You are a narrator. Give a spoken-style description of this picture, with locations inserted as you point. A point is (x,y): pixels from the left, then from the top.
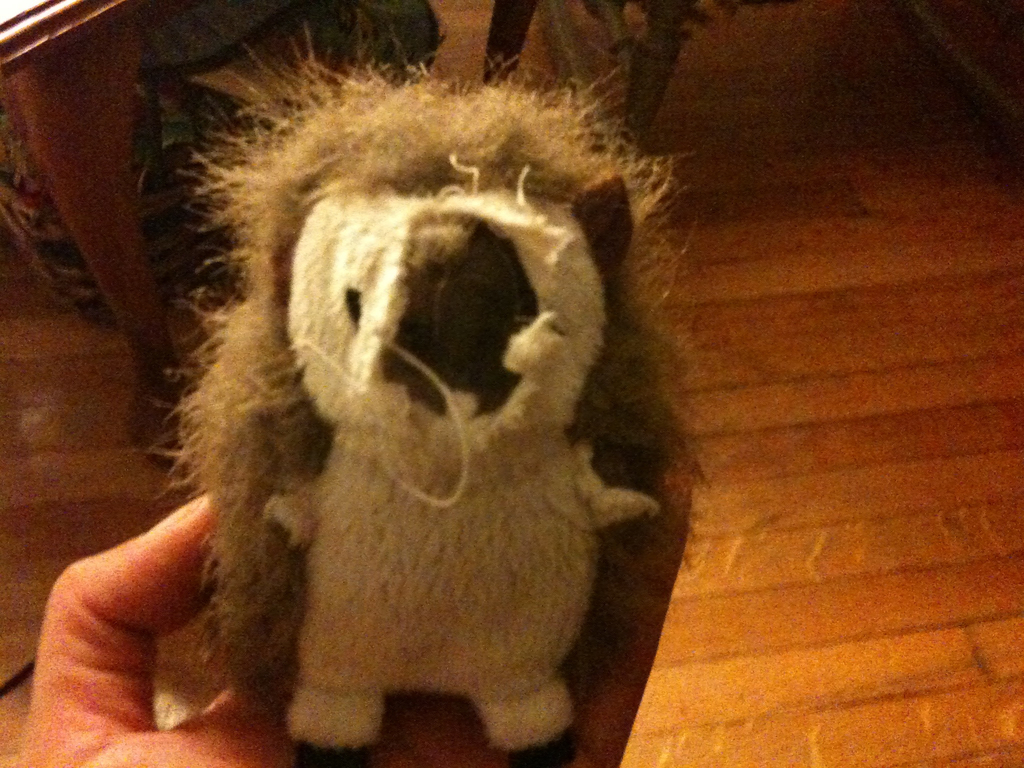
In the middle of the image (464,511) we can see a person (193,572) is holding a toy (397,502).
